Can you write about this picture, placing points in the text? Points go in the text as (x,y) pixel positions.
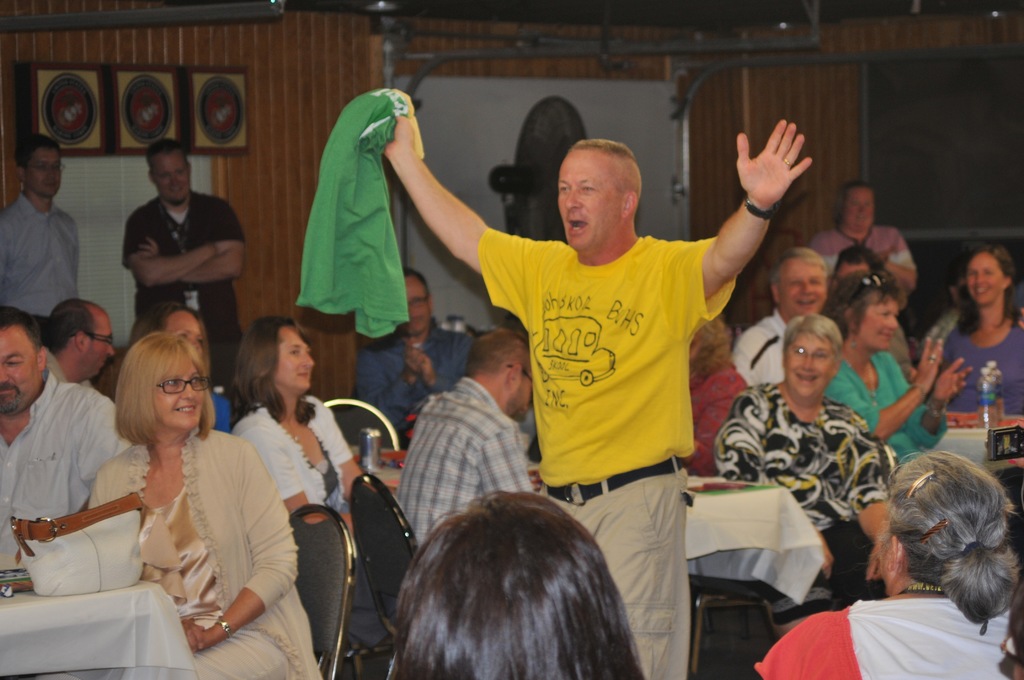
In this picture I can see group of people (522,449) among them some are sitting on chairs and some are standing. This man (609,328) is holding a cloth (375,173) in the hand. In the background (470,102) I can see a wall (292,124) which has some objects (171,123) attached to it. Here I can see tables (765,496) on which I can see some objects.
